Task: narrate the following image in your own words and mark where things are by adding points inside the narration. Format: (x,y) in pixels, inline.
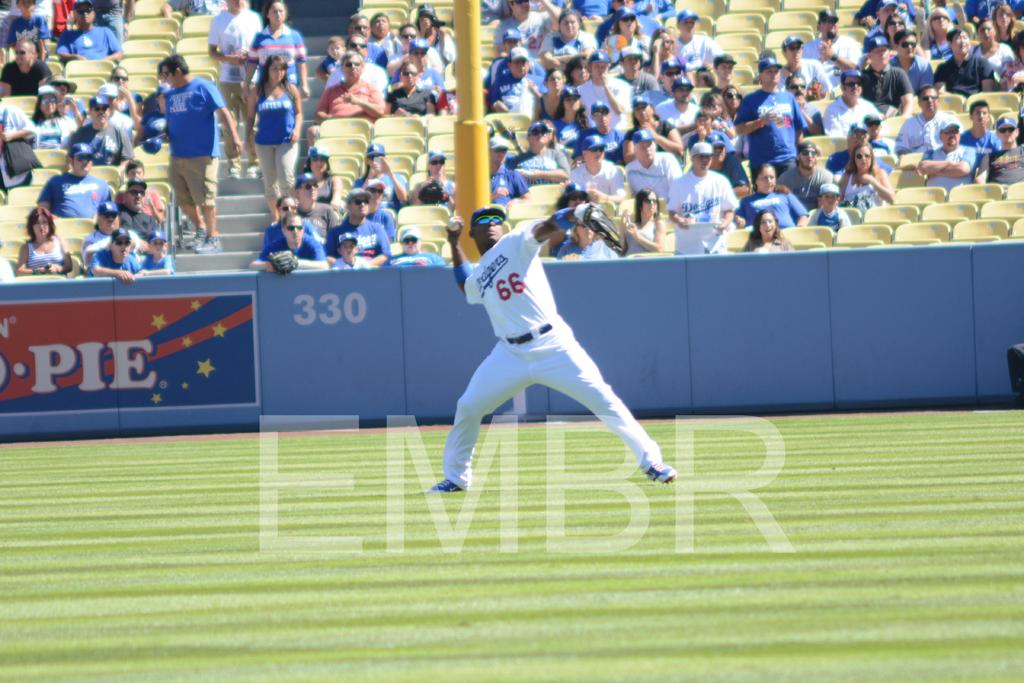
This picture shows a man (508,244) trying to throw a ball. He wore cap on his head (495,229) and sunglasses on his face (492,243) and we see audience (81,126) seated on the chairs (803,8) and few (777,158) are standing and few (528,155) wore caps (578,95) on their heads (514,46) and we see grass (349,543) on the ground (262,459) and a pole (466,1).
